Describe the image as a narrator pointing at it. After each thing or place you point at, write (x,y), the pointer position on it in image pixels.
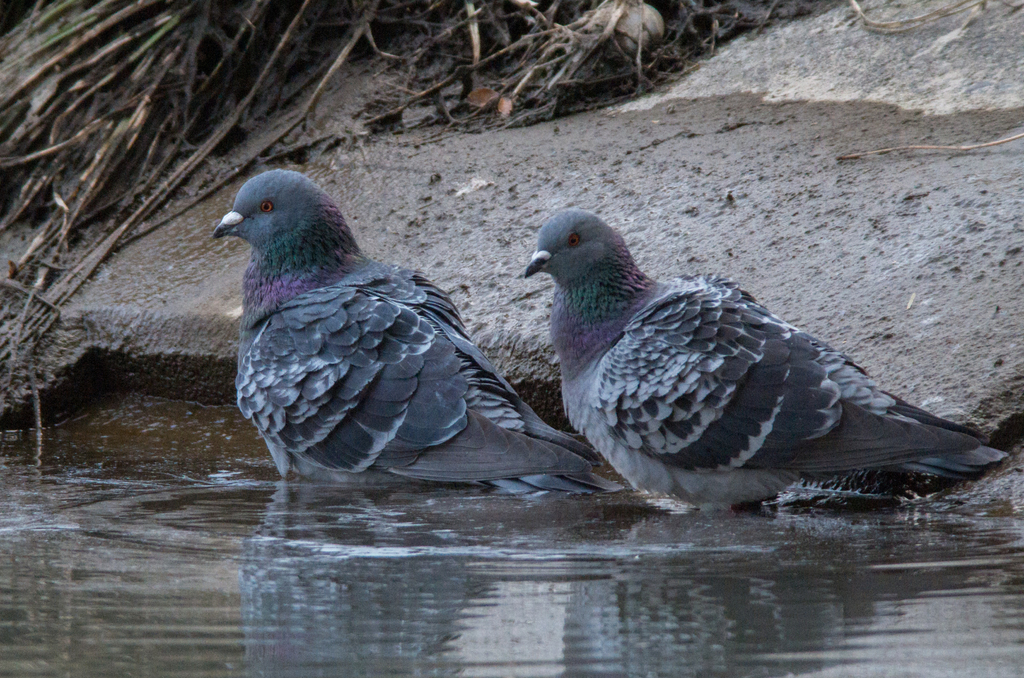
In the center of the picture (642,337) there are pigeons (391,279). In the foreground (402,579) there is water (299,607). In the background (487,92) there are waste materials (415,69) and soil (673,168).
